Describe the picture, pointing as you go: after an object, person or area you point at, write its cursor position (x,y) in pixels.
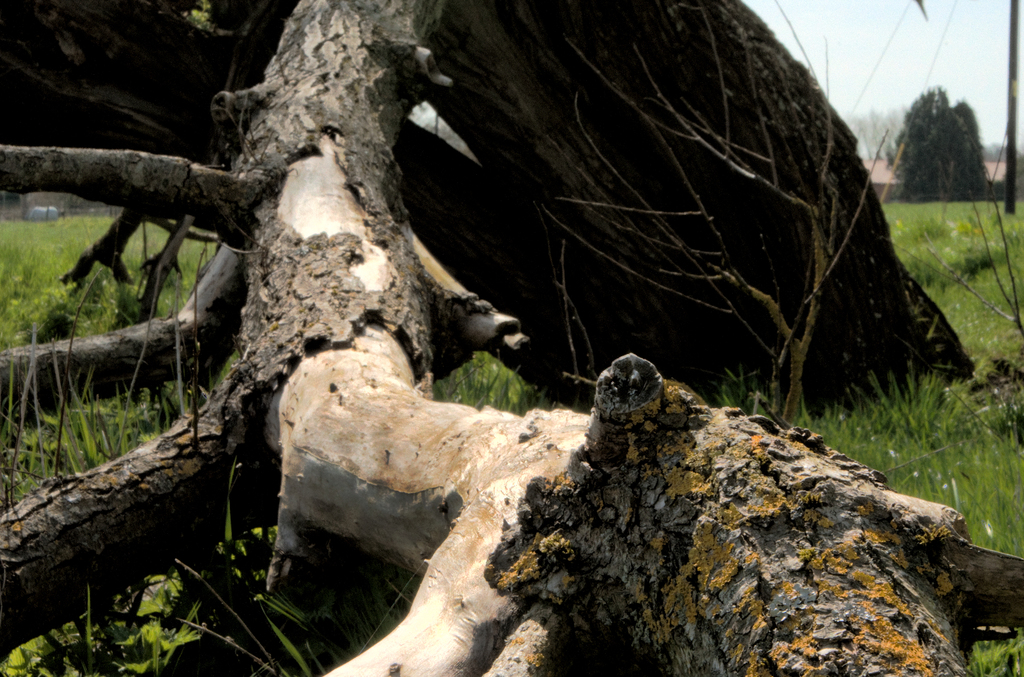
In this image we can see logs (382,84), grass (992,537), pole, trees (872,150), and a house (868,166). In the background (822,31) there is sky (851,58).
